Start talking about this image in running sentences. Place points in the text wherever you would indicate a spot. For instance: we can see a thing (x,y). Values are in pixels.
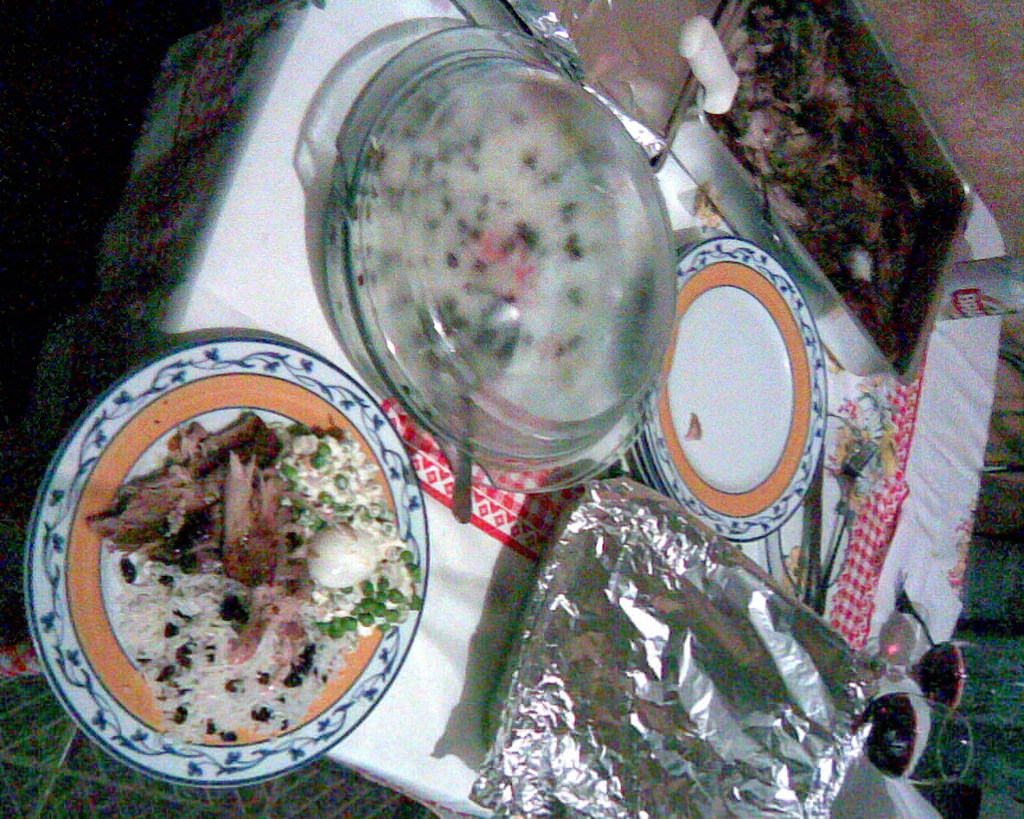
In this picture we can see a table (230,216) on the ground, on this table (233,260) we can see a cloth (272,276), plates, food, bowl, trays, forks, aluminum foils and a coke tin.
